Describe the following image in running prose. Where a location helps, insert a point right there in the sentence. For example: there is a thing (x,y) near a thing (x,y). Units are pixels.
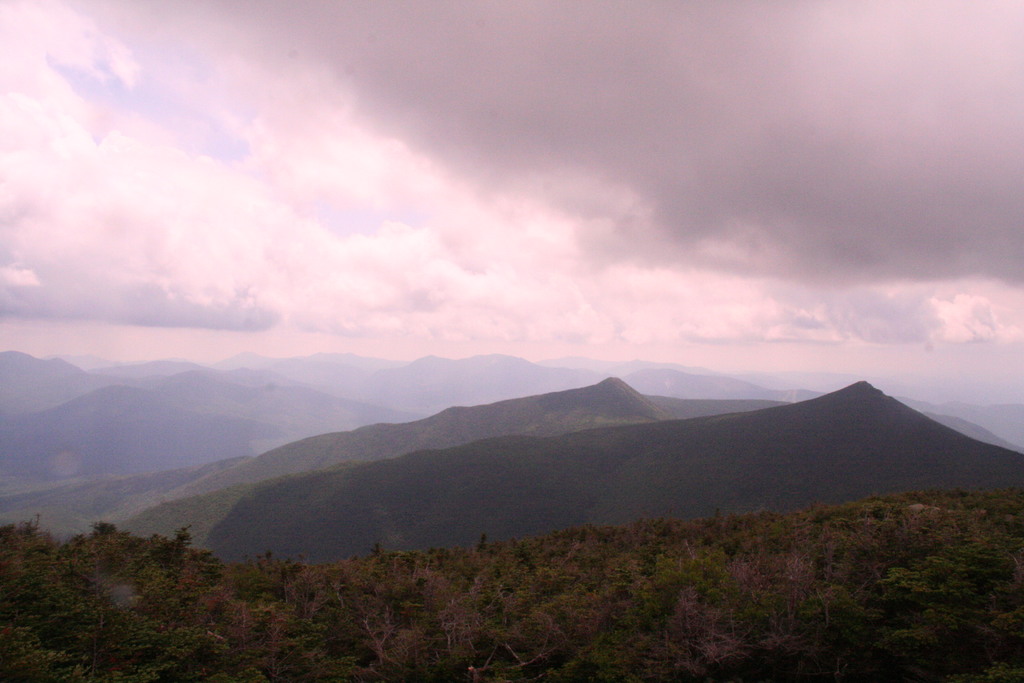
In this image we can see trees (666,632), mountains (512,396) and cloudy sky (415,237).
